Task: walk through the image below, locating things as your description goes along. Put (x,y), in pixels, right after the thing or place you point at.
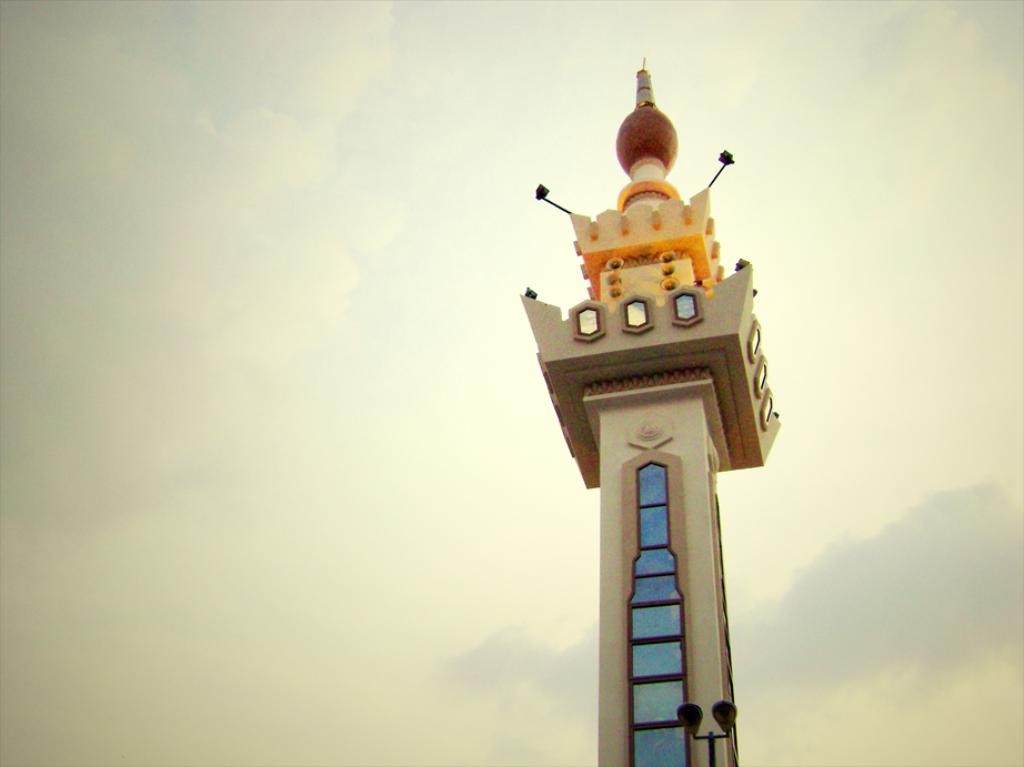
In this image there is a tower (639,465) with some paintings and lamps (683,714) on it, in the background of the image (72,674) there are clouds (805,249) in the sky (784,410).
